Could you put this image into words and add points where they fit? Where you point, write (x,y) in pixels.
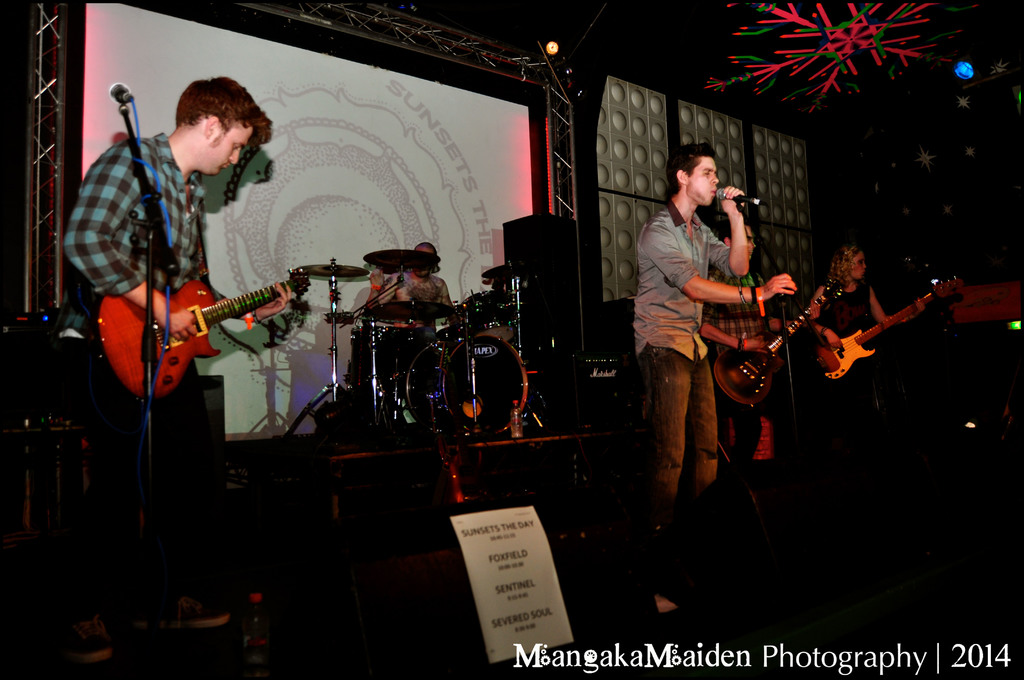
In the image few people (123,179) are holding some musical instruments (202,320) and this person (699,347) holding a microphone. Behind them there is a screen (94,78). At the top of the image (874,64) there is roof (882,64). At the bottom of the image (484,547) there is a poster (484,547) and water bottle (261,594).
